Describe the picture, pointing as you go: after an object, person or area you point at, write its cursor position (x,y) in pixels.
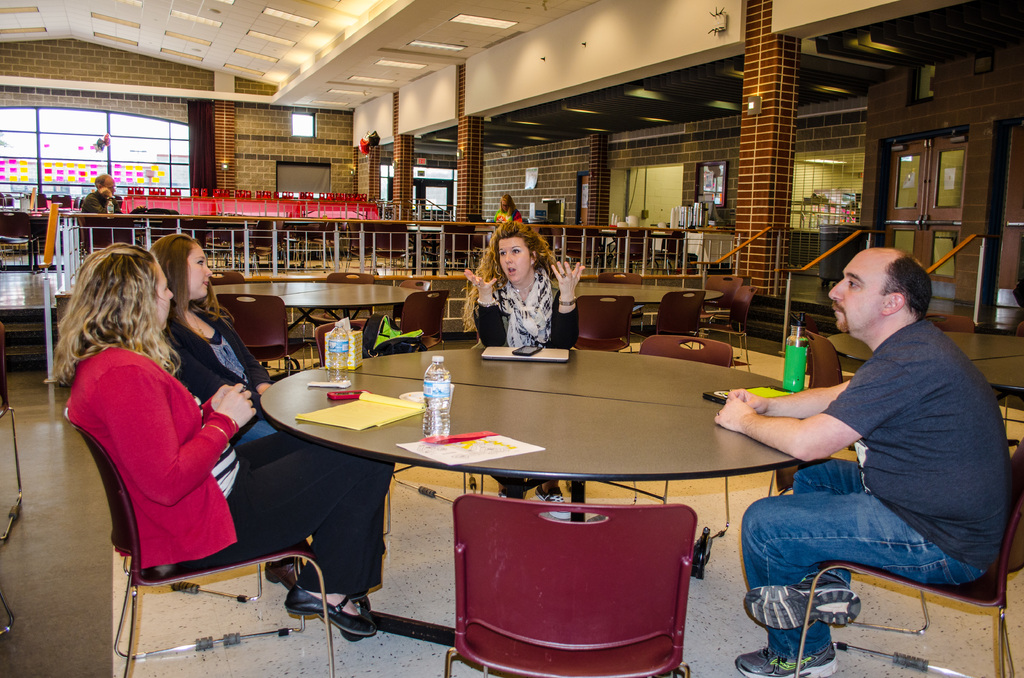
In this picture we can see three women (261,426) sitting on the chair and a man (840,524) wearing blue color t-shirt (930,521) and jeans (823,534) sitting on the chair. In front (369,425) round table (370,438) there is a water bottles (446,417) and yellow color paper (392,411). Behind we can see a metal railing (360,252) and a brick wall (240,145). Beside there is big glass window (175,171).
